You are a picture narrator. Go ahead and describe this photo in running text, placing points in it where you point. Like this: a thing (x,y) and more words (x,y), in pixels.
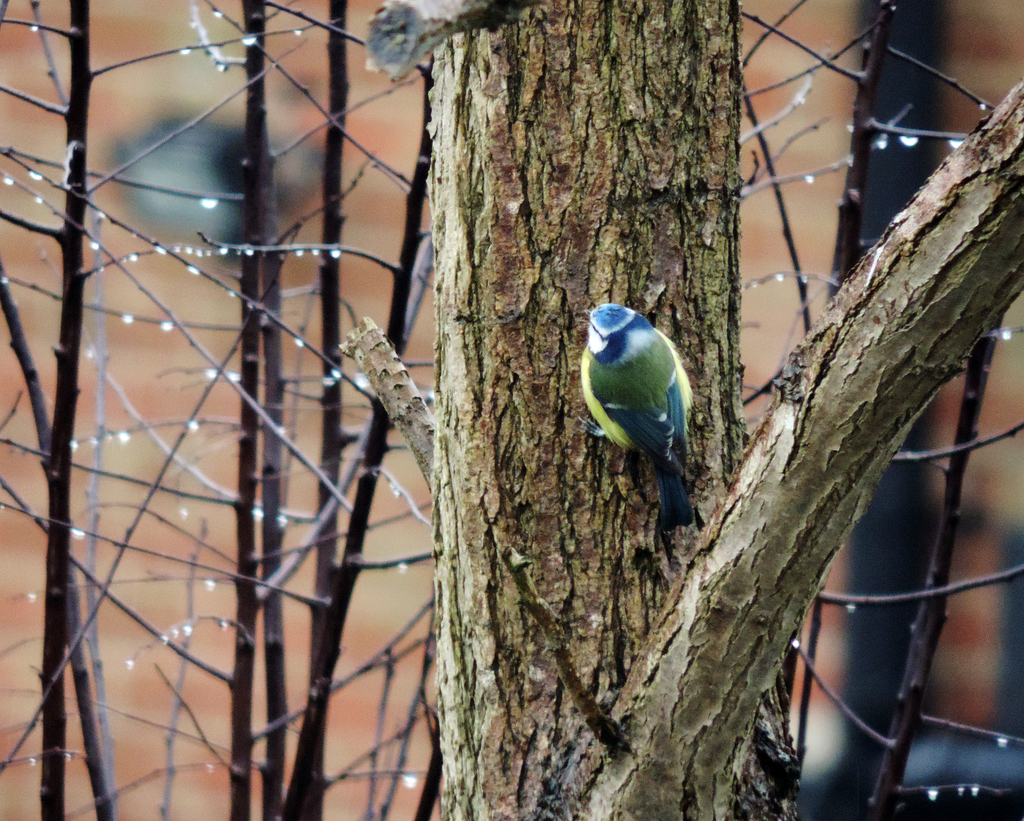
In this image I can see a bird (627,368) on a tree trunk (533,65), there are water droplets (127,315) on the branches (251,107). The background (186,165) is blurred.
